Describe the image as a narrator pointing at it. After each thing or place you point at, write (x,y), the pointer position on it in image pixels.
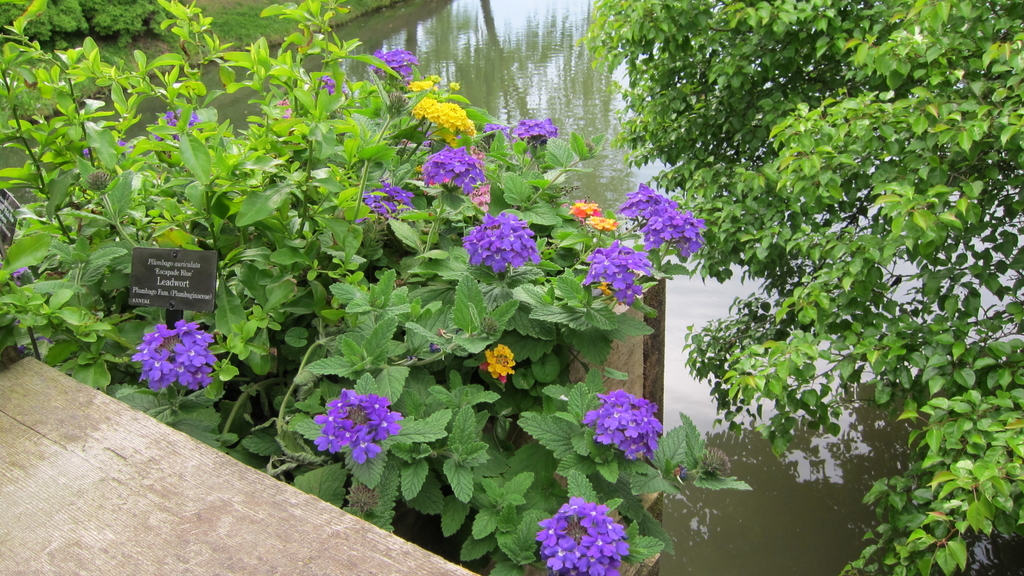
In this picture there is flowers plant (598,281) in the center of the image (479,267) and there is another plant (885,180) in the top right side of the image (945,115), there is a dock (199,480) at the bottom side of the image (310,521) and there is water (352,61) in the background area of the image (504,93).
